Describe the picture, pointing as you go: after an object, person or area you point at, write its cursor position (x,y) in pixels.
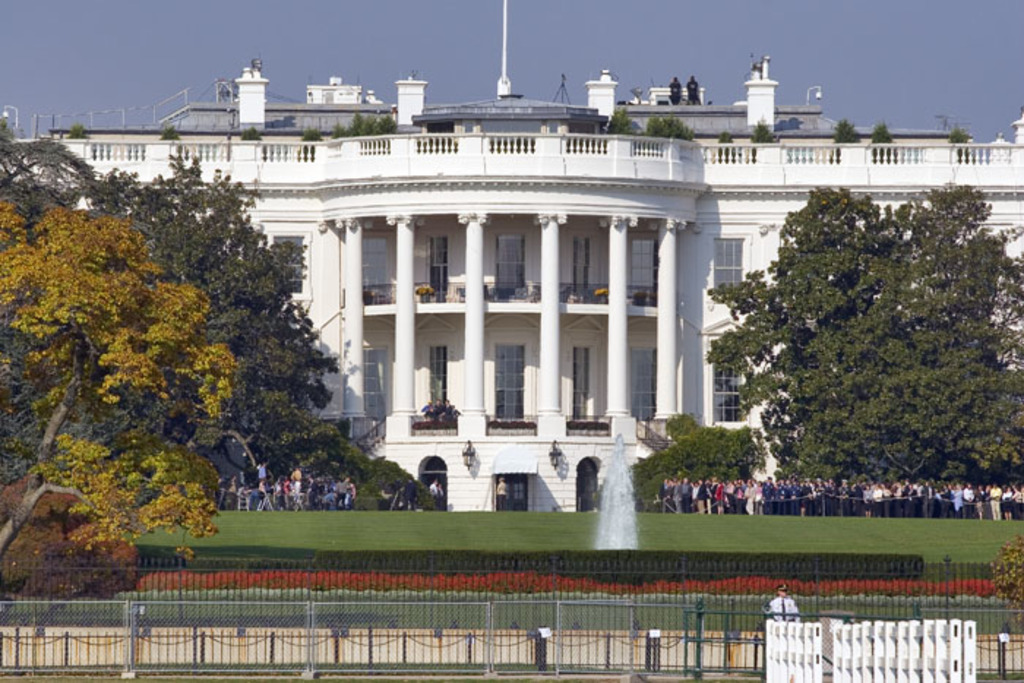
In the foreground of the picture (155,498) there are trees (58,442), plants (607,578), flowers (978,586), fountain (619,500), person (775,599) and railing (269,638). In the center of the picture (430,416) there are people (710,490), railing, trees (275,380) and grass (483,526). In the background (473,224) there are plants (442,422) and building (507,194). Sky (607,32) is sunny.
